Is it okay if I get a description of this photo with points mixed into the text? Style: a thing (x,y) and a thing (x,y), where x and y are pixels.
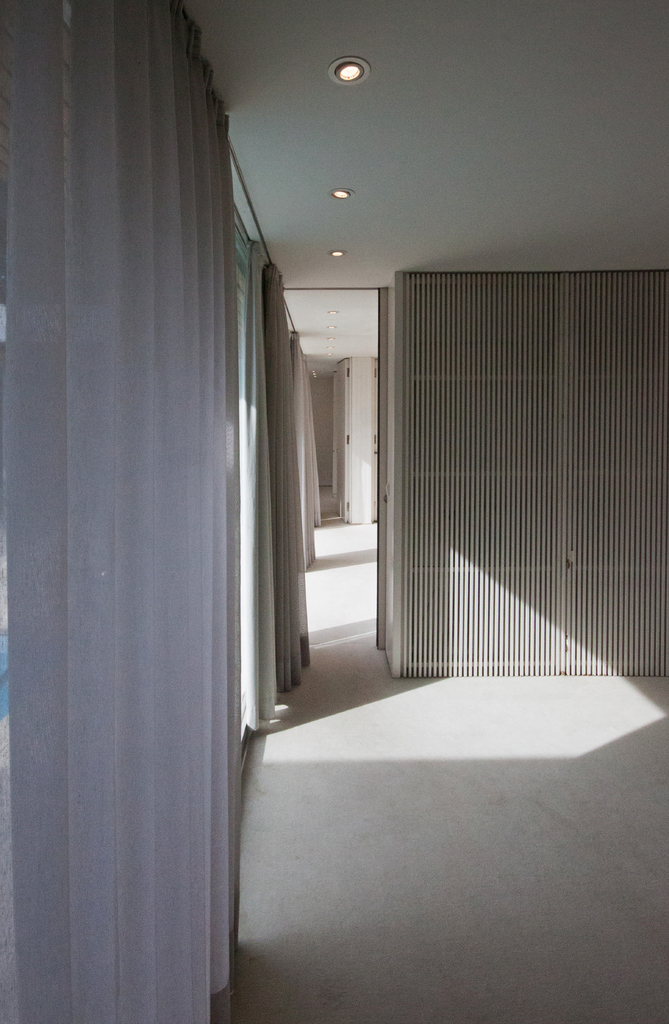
In this picture we can see the floor (437,760), wall (326,423), curtains (236,503), lights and in the background (327,431) we can see some objects (357,413).
